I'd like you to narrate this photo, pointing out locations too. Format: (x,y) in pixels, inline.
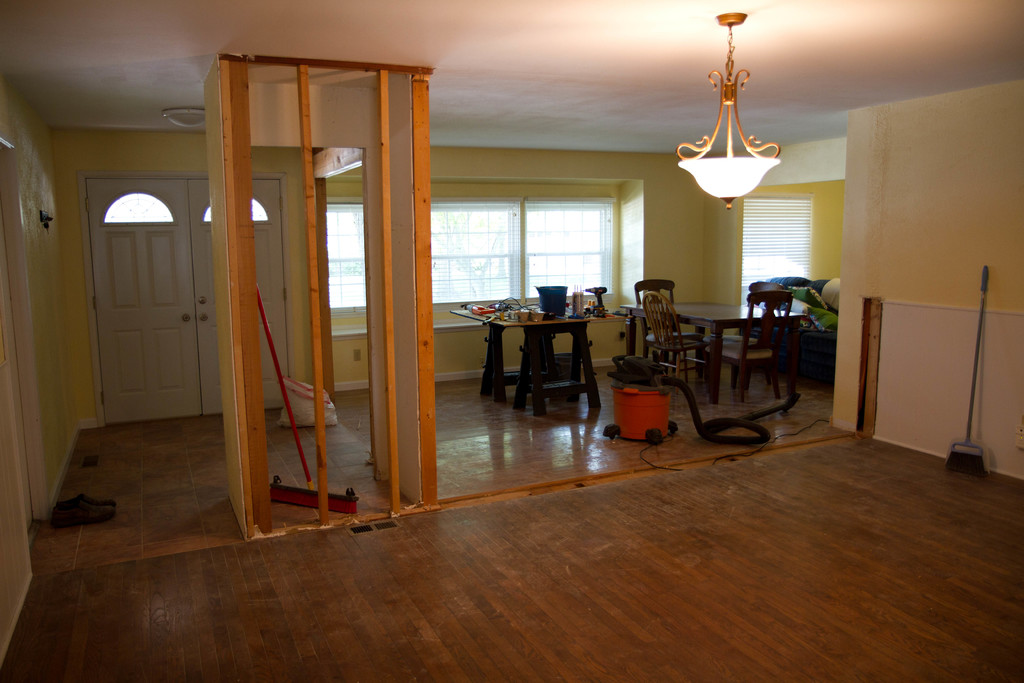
This is a picture taken in a room (603,533). At the bottom (554,614) it is floor (254,586). In the center of the picture (670,352) there are chairs (678,331), tables (681,310), vacuum cleaner (654,402), wooden objects (389,346), windows (469,276), door (122,271), window blinds (780,268) and other objects (526,311). On the top (725,161) to the ceiling (717,112) there is a chandelier (731,151). On the left (92,520) there are shoes (87,515) and a light (186,124). On the right (972,411) there is a broomstick (981,295).
